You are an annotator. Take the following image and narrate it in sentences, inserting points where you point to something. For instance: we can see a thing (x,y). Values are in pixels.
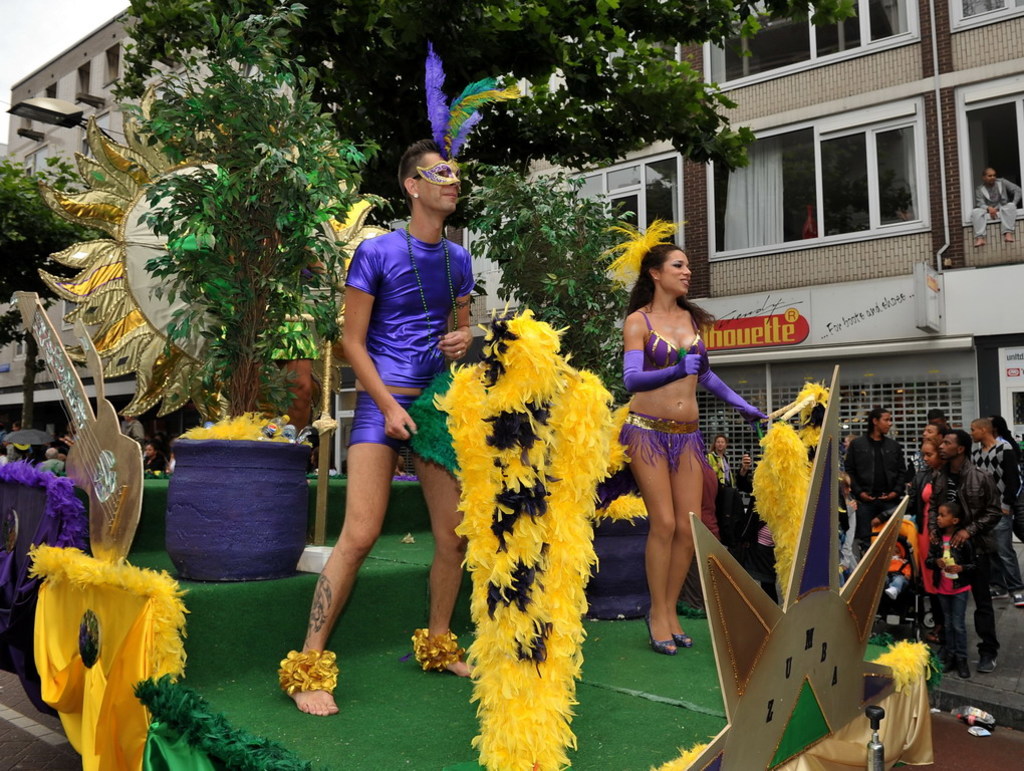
In this image I can see group of people (672,602) standing. In front (359,340) the person (438,338) is wearing purple color dress (420,328) and I can also see few decorative items (561,619). Background (183,39) I can see the trees (287,146) in green color, buildings (672,191) in cream and brown color and the sky (61,50) is in white color.
